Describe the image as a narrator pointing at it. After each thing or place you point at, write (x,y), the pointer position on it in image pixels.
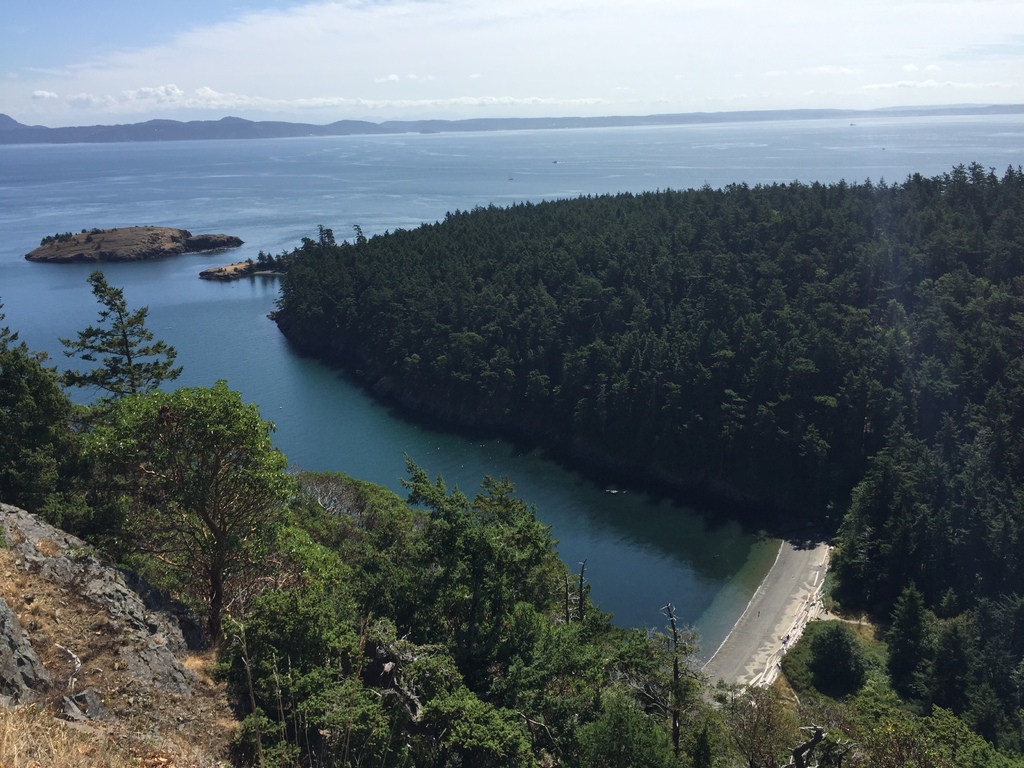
In this picture we can see trees (807,319) here, at the bottom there is water (384,423), we can see the sky (490,75) at the top of the picture (428,81).
